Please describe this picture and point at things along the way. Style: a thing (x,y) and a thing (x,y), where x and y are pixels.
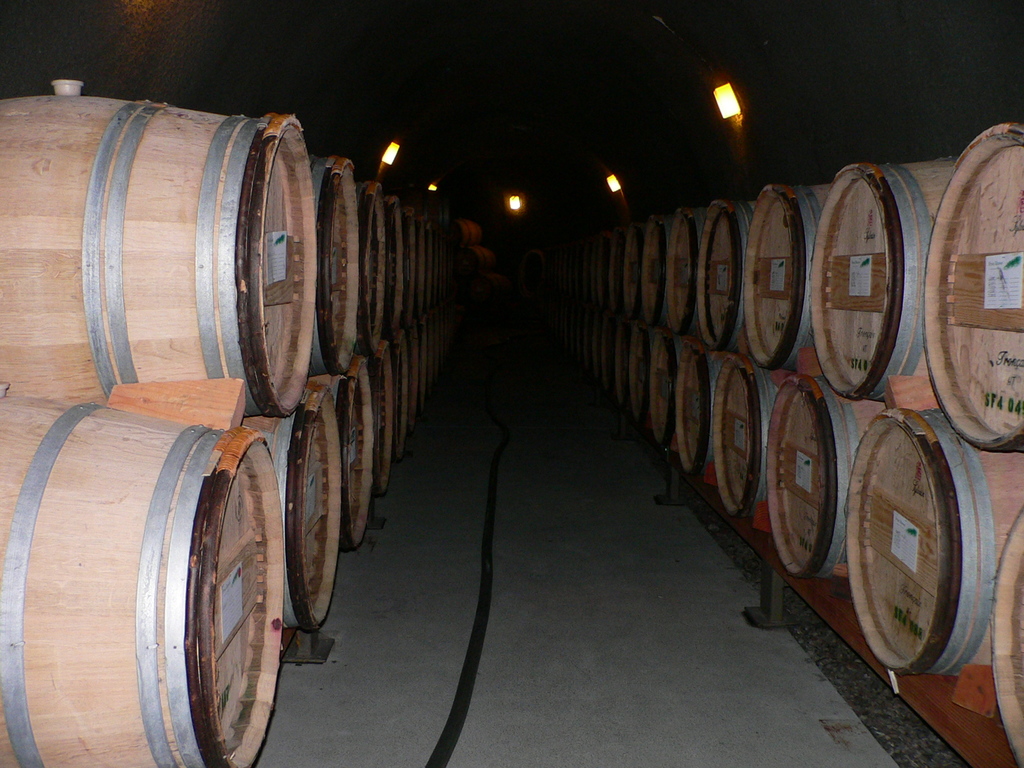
At the bottom (693,652), we see the pavement (523,537). On either side of the picture, we see the wooden drums (326,372) and the sticker (903,556) is pasted on the drums (919,330). In the background (385,160), we see the lights (387,157). In the background (281,105), it is black in color. This picture might be clicked in the dark.
